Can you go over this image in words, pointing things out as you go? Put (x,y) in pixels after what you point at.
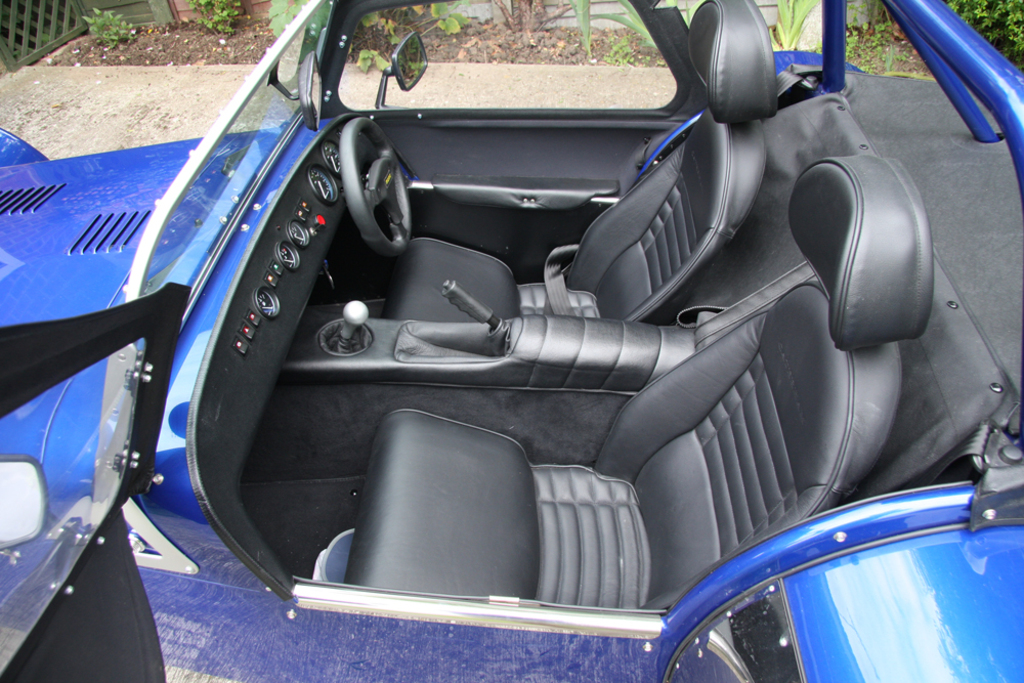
In this picture there is a top view of the car (792,383). In the front (796,493) there is a black color seats (612,591), steering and cluster unit (288,293). In the front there is a blue color car bonnet (56,270). In the background (135,56) we can see some plants (788,17) on the ground (501,33).
